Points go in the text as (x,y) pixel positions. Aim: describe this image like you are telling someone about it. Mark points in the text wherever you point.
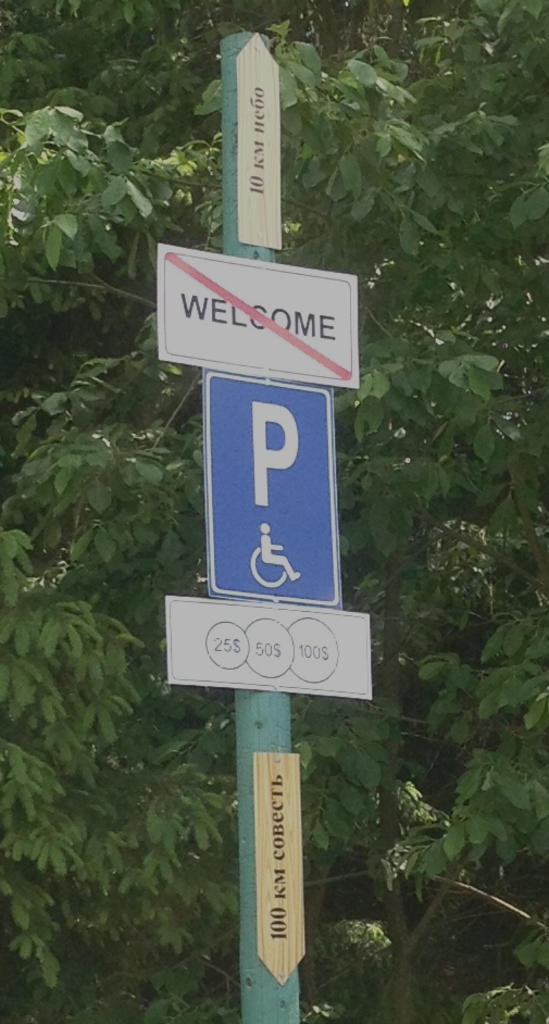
In this picture I can observe a pole (292,987) to which five boards (253,594) are fixed. In the background (94,475) I can observe trees (120,456).
